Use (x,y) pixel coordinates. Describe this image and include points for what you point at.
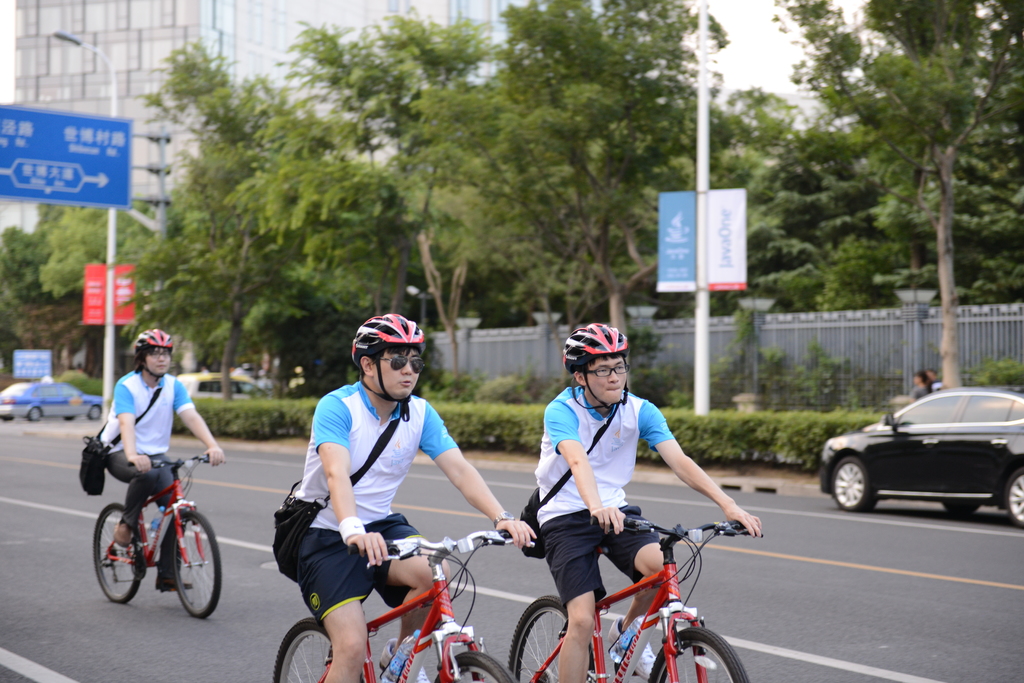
In this picture we can see three men (390,392) wore helmet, goggles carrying bags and riding bicycles (625,529) on road (475,518) and beside to this road (198,472) we have trees (202,216), fence (688,353), pole (698,270), banner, buildings (133,104), traffic light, cars (983,441), some persons (915,381).
